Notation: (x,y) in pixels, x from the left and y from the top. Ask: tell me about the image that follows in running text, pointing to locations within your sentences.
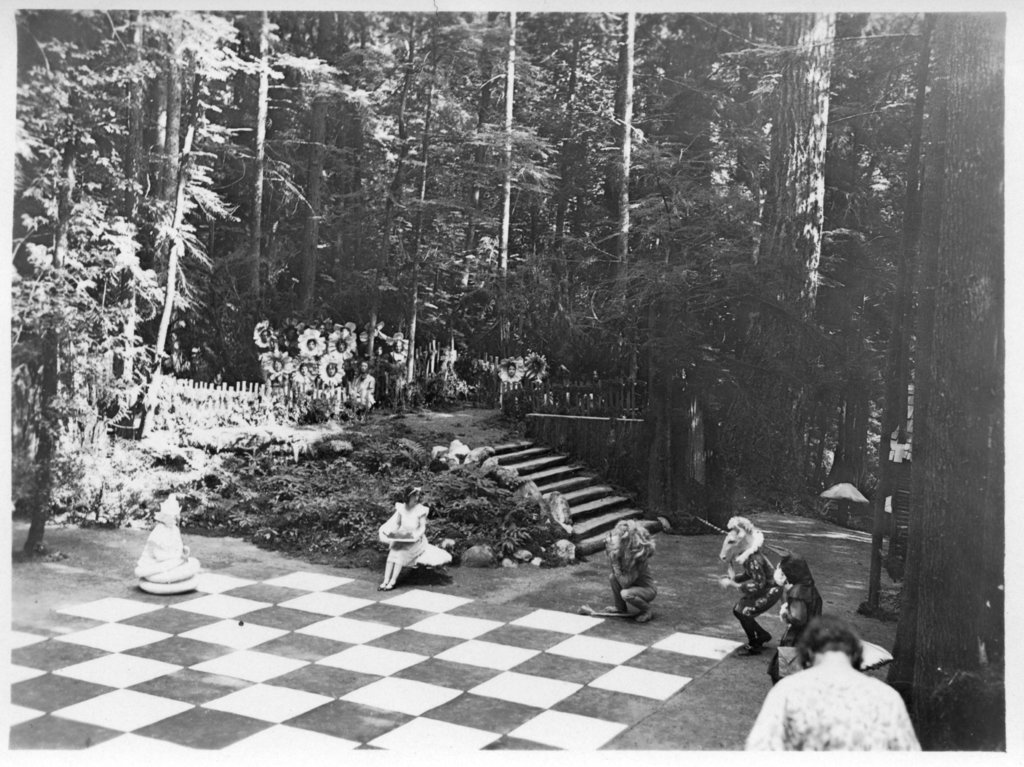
In this picture we can see few people (371,380) and trees (647,337), it is a black and white photography.
